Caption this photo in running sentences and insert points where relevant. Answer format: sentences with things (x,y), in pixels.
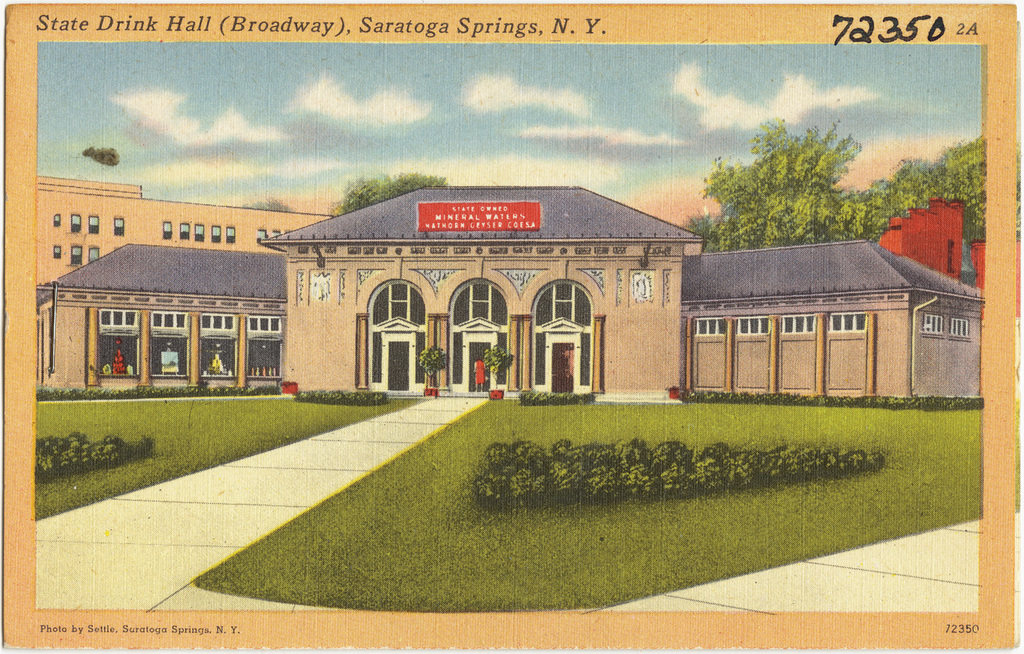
In the picture we can see a painting (680,400) of the building (690,385) with three doors (472,382) to it and near the door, we can see a person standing and a way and besides the way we can see grass surface (693,428) and some plants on it and behind the building (184,307) we can see some trees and sky (434,48) with clouds (470,178).
